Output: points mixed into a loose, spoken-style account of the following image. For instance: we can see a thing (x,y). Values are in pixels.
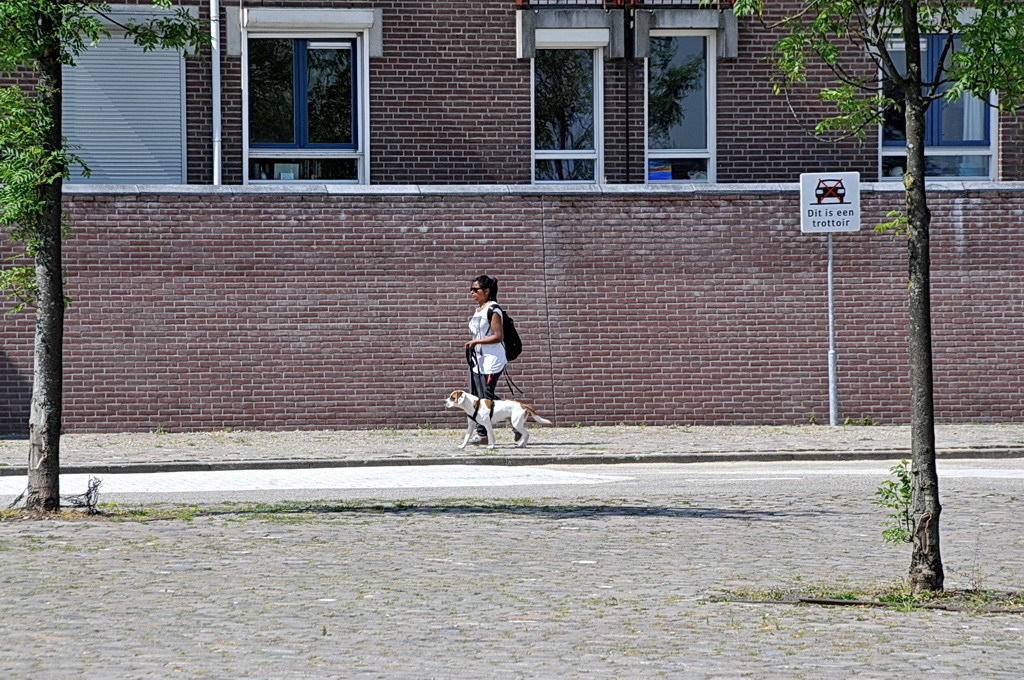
Here we can see a woman (487,298) holding a belt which is tied to a dog (490,448) and she wore a bag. There is a board (859,225) attached to a pole (834,408). Here we can see trees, windows (540,117), road (486,472), and a building (770,139).
